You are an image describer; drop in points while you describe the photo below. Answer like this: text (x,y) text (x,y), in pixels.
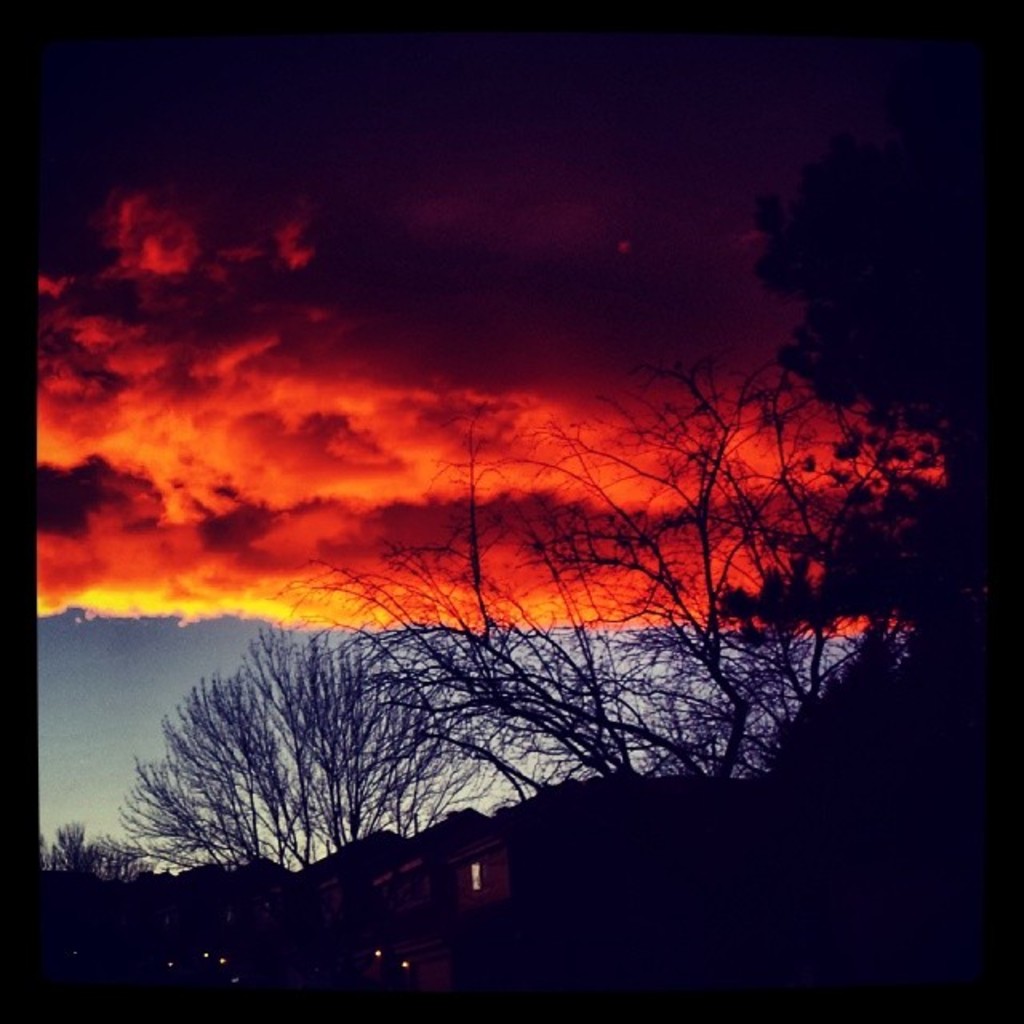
In this image we can see trees (395,726), houses (254,899), sky (138,709) and clouds (283,428).
